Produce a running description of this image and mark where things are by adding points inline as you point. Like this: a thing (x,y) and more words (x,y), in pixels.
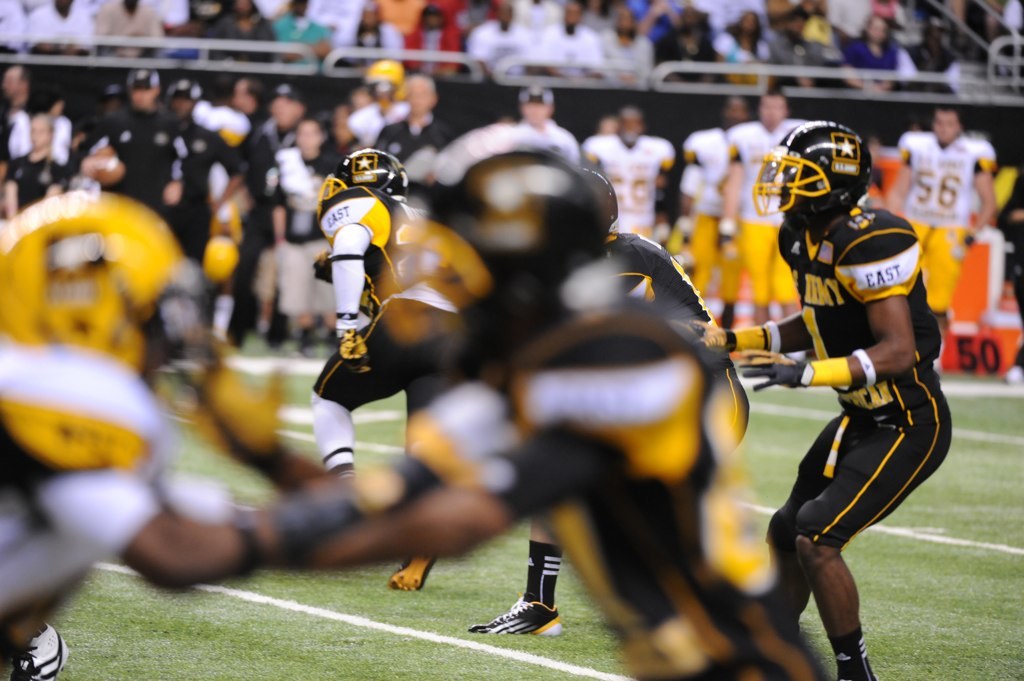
In the foreground of this image (562,399), there are persons (770,538) wearing black dresses (732,610) are on the play ground (457,645). In the background (90,142), there are persons (540,128) standing. On the top (757,34), there is the crowd (191,25) sitting.
